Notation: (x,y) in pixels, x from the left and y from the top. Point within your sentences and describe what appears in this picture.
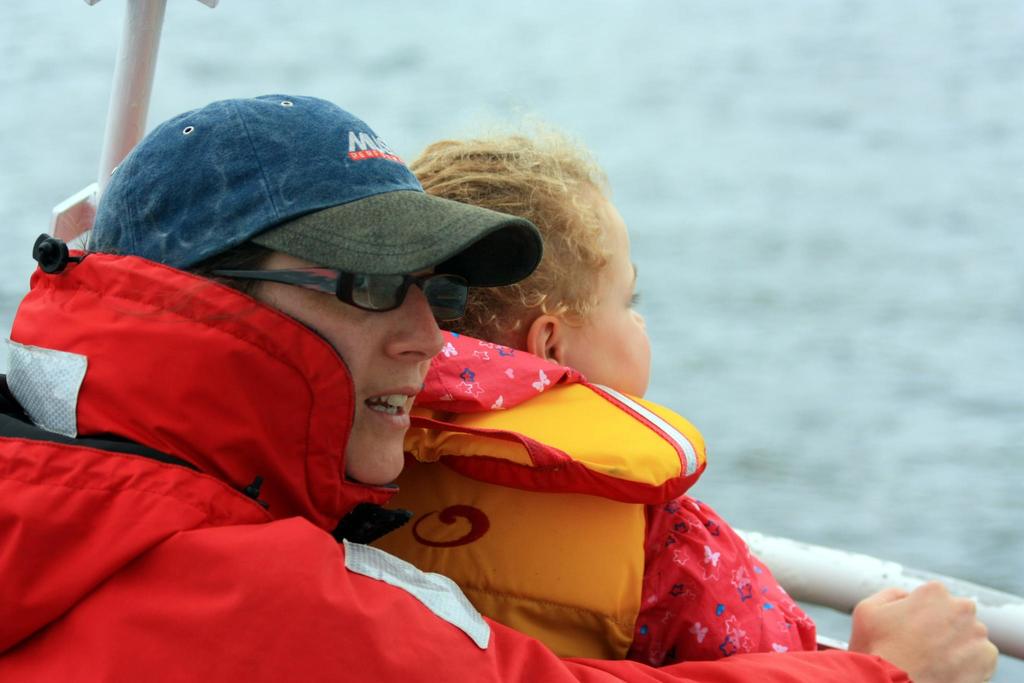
The woman (210,409) in the red jacket (197,531) who is wearing a cap (229,124) and spectacles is sitting. Beside her, we see the girl (636,550) in the red and yellow jacket (563,550) is also sitting. In the background (199,90), we see water (802,357). It is blurred in the background (387,95).
